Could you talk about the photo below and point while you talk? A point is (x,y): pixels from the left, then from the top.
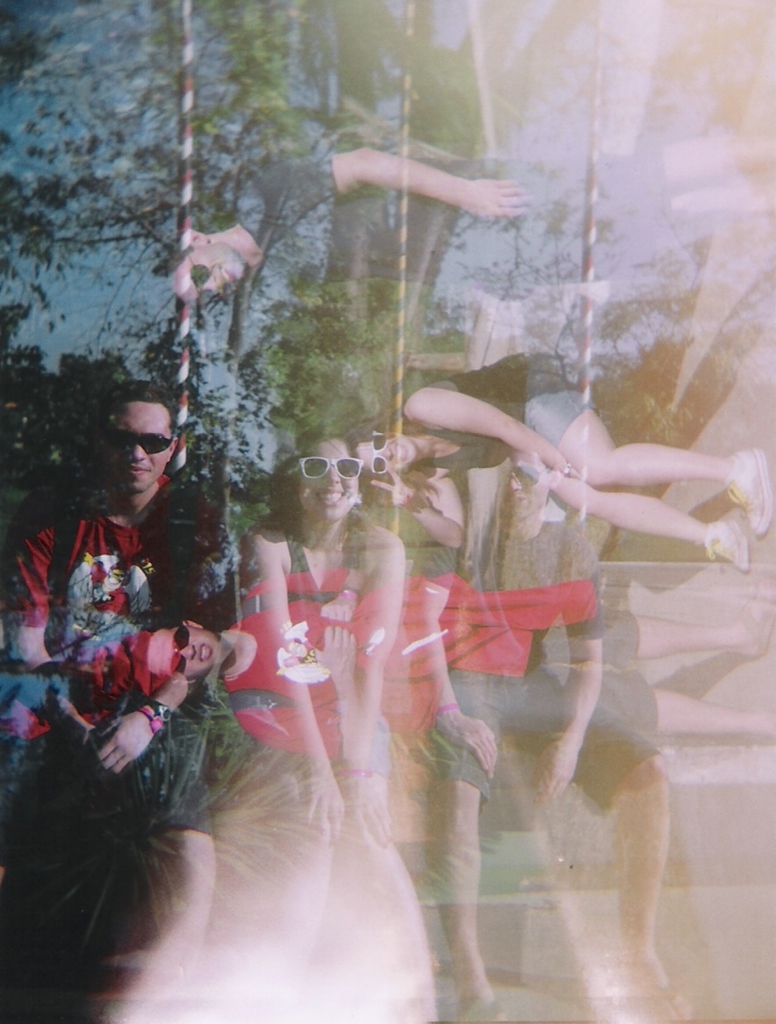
In this image I can see a double exposure and in it I can see the overlay of few trees (381,316), few persons (277,253) and the sky (284,267). Under the overlay I can see few persons (330,458).
